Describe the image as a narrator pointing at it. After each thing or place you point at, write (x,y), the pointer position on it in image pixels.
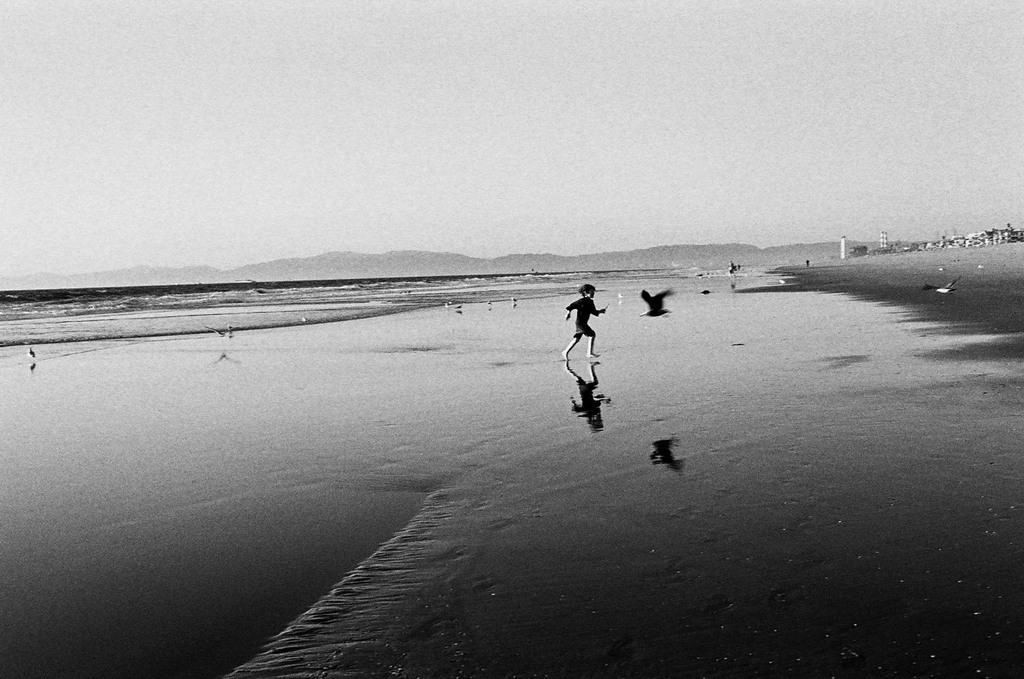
There is a kid (587,320) running in water (614,317) and there is a bird (656,309) flying beside him and there are few buildings (966,241) in the right corner (992,244) and there are water (212,295) in the left corner (150,310).
